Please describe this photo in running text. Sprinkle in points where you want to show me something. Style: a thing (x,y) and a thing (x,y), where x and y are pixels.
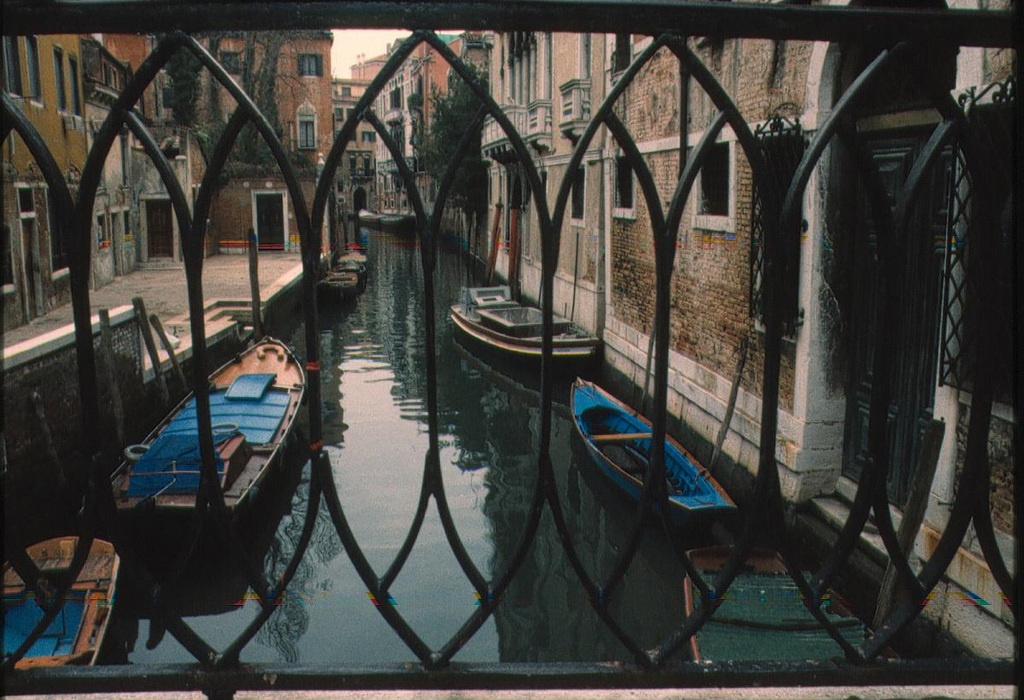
In this picture I can observe a canal (349,416). There are some boats (249,440) floating on the water (469,367). I can observe black color railing (280,149). There are buildings (122,168) on either sides of this canal (390,533).
